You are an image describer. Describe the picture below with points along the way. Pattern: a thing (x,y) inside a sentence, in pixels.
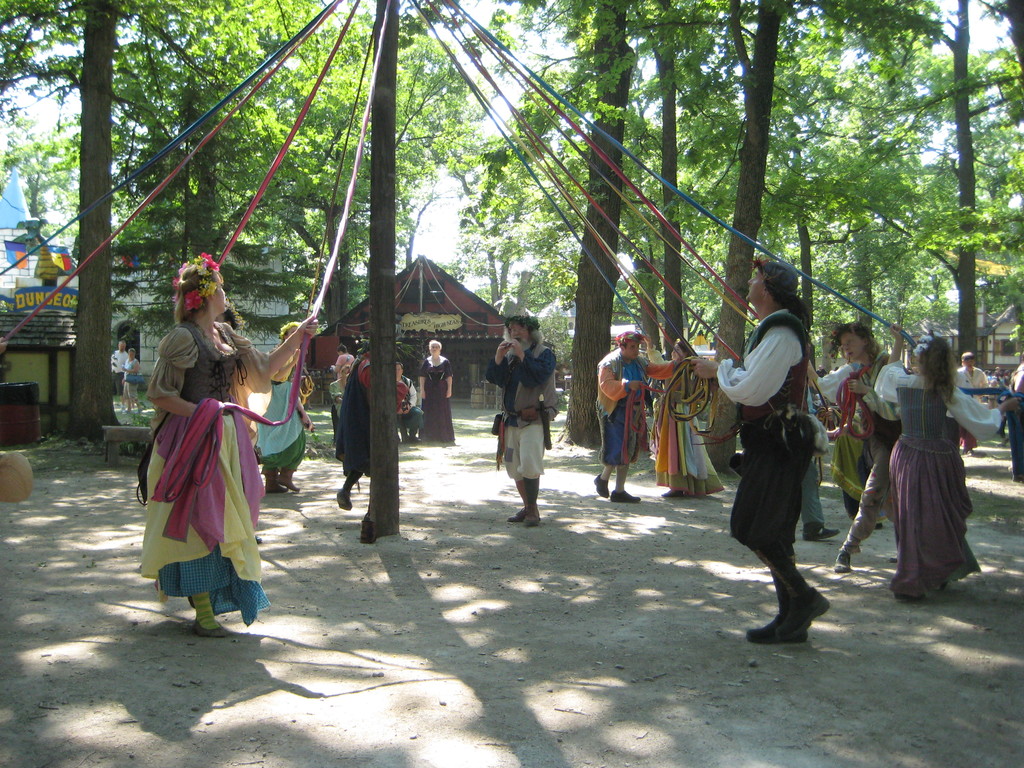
In this image in the center (509,410) there are some people (551,398) who are standing, and they are holding ropes (329,224). In the center (391,362) there is one pole (386,308), in the background (420,337) there are some tents (355,313), boards (42,300) and buildings (58,350) and also there are some trees (848,193). At the bottom (523,678) there is sand (552,661).
